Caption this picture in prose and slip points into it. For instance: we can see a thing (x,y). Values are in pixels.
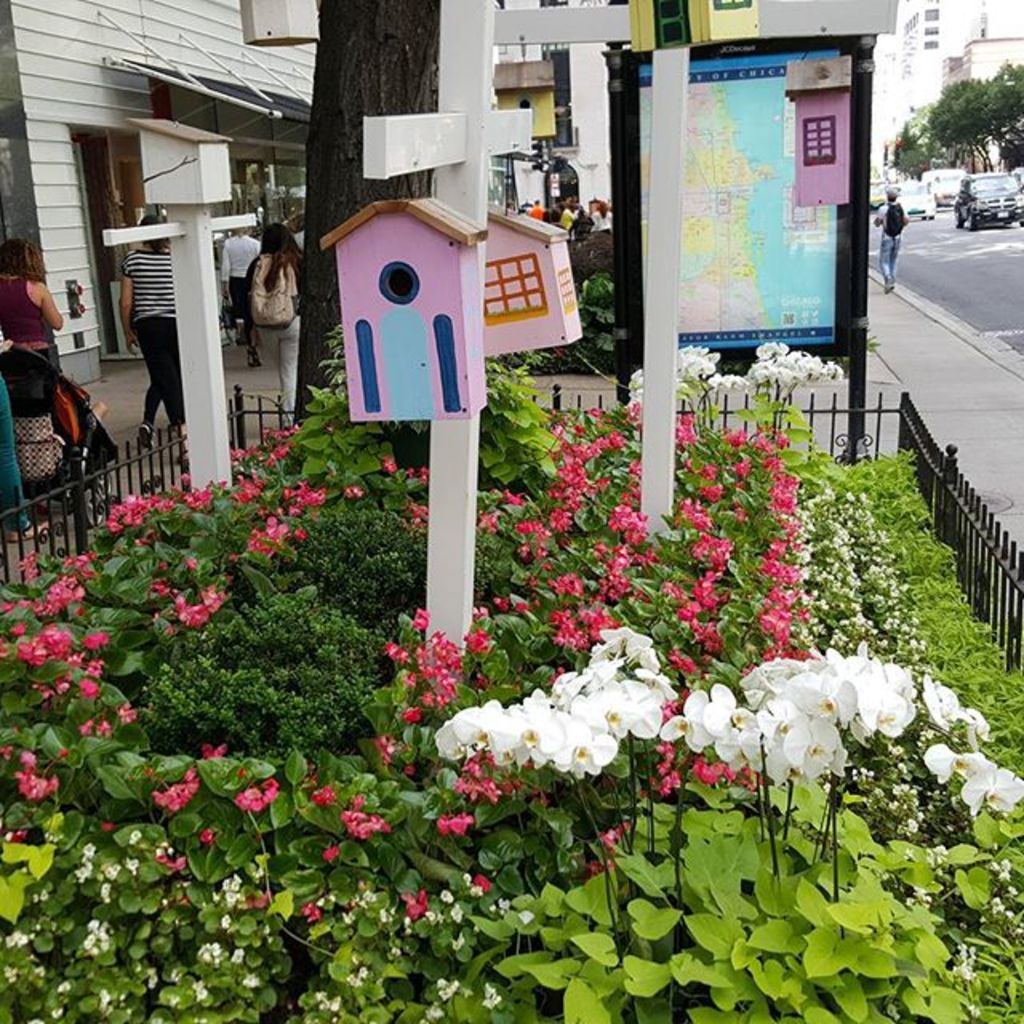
In this image, I can see the iron grilles (1019,635), board (825,292) to the poles (661,372) and plants (206,854) with leaves (860,562) and colorful flowers (640,375). On the left side of the image (165,362), I can see few people (143,320) walking and there are buildings (279,79). On the right side of the image (997,174), I can see trees (946,143) and vehicles (967,215) on the road (970,302).
